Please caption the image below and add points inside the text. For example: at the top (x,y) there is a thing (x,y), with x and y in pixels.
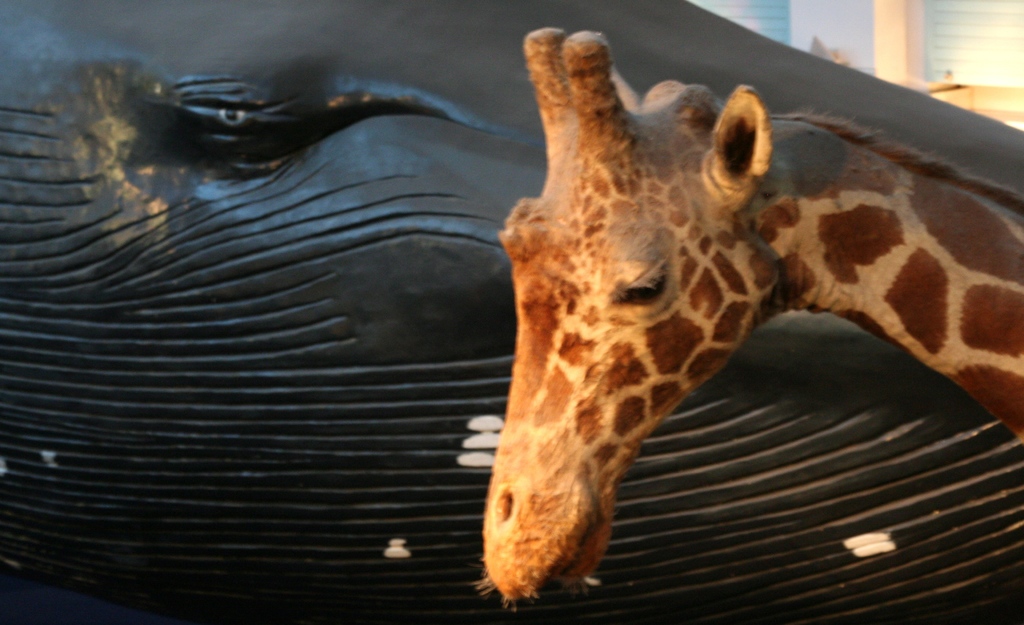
In this picture I can see an artificial giraffe (588,364) on the right side (799,237) and looks like black color whale model (401,249) and I can see couple of glass windows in the back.
